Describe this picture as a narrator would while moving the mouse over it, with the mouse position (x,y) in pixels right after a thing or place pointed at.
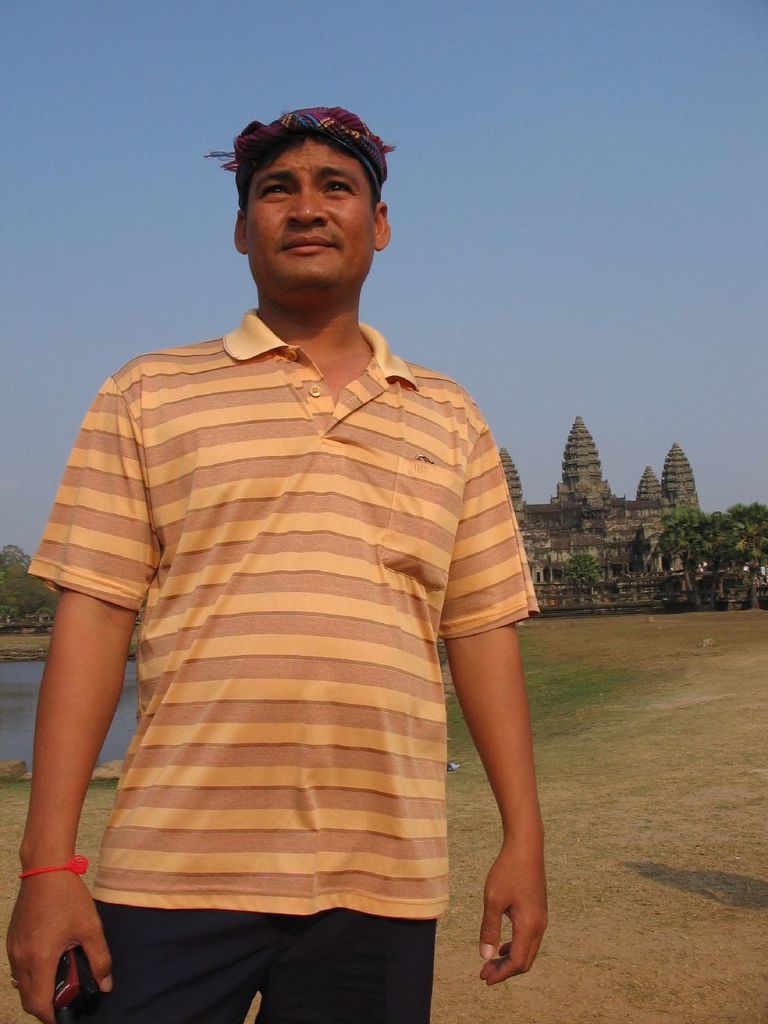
This is an outside view. On the left side of this image (248,632) I can see a man (207,524) wearing t-shirt (269,845), trouser (288,935), standing and giving pose for the picture. At the back of this man (146,640) I can see some water (18,704). It is looking like a river (26,682). In the background (757,560) there are some trees (705,531) and I can see a building (575,535). At the top (532,82) I can see the sky (177,139).
